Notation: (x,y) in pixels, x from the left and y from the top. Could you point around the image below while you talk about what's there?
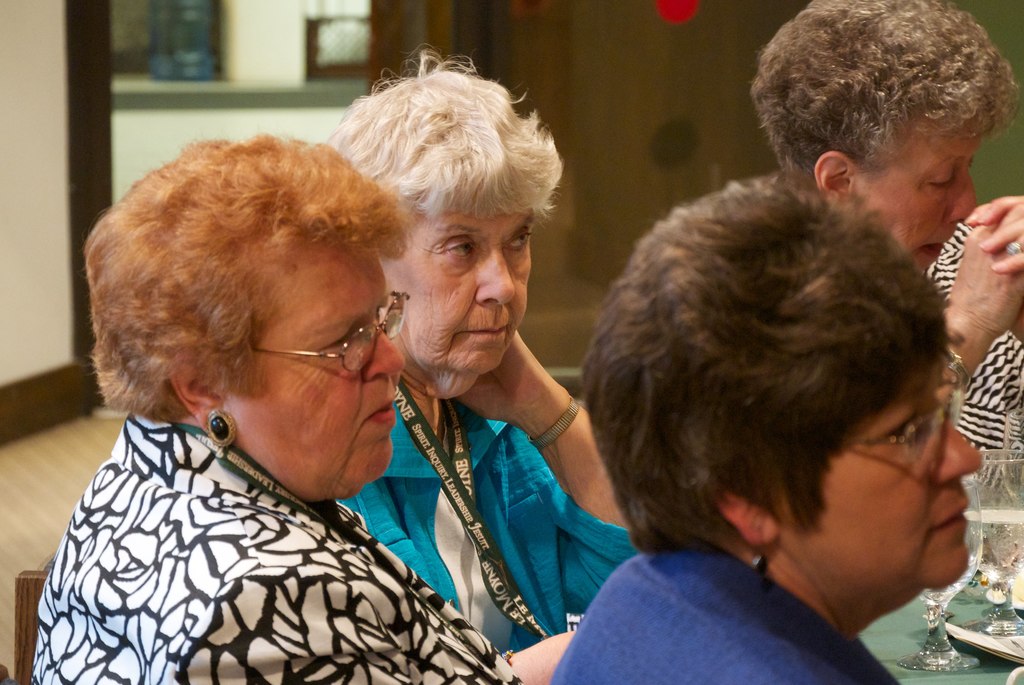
In this image I can see four women (459,359) and I can see two of them are wearing ID cards (448,490). I can two of them are wearing specs (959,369). Here I can see few glasses (992,526) and in it I can see drinks (975,545). I can see this image is little bit blurry from background (76,204).
